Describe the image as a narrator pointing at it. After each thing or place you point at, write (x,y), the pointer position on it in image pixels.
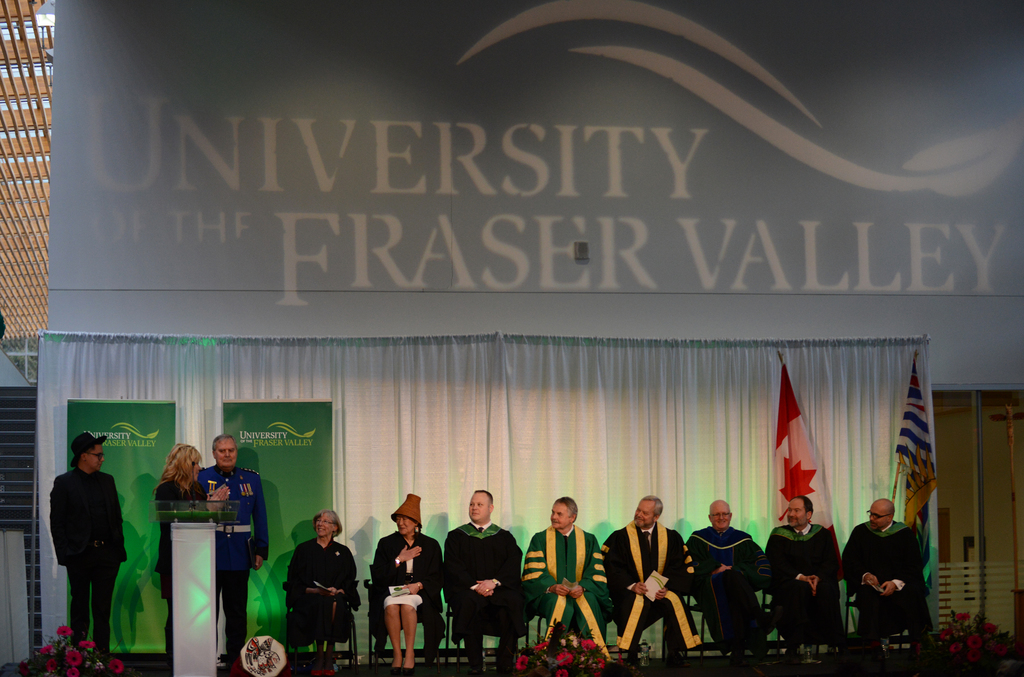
At the bottom of the image (506,581) we can see people (632,612) sitting on the chairs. On the left (165,586) there are people (224,554) standing and there is a podium (192,554). There are flower bouquets (543,666). In the background (722,418) we can see flags (798,433), curtain (422,367) and a board (534,239).
